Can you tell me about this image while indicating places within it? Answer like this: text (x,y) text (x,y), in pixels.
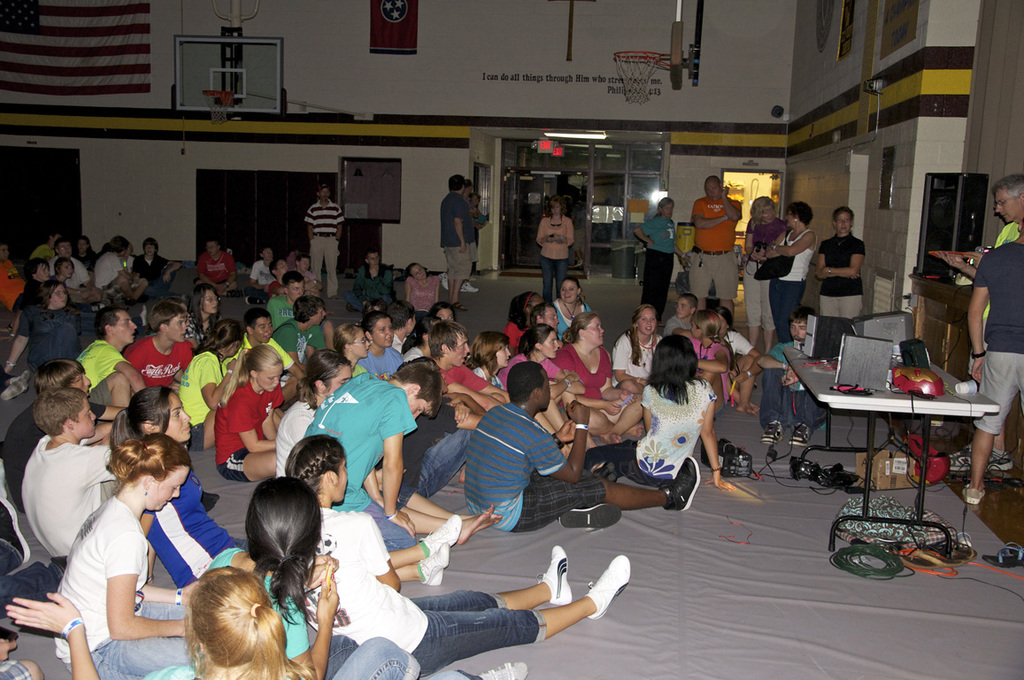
in the picture we can see children (482,401) sitting on the floor (955,486) here we can also see a table (889,403) and we can see some persons (714,216) standing, here we can see a basket ball court (225,104).
